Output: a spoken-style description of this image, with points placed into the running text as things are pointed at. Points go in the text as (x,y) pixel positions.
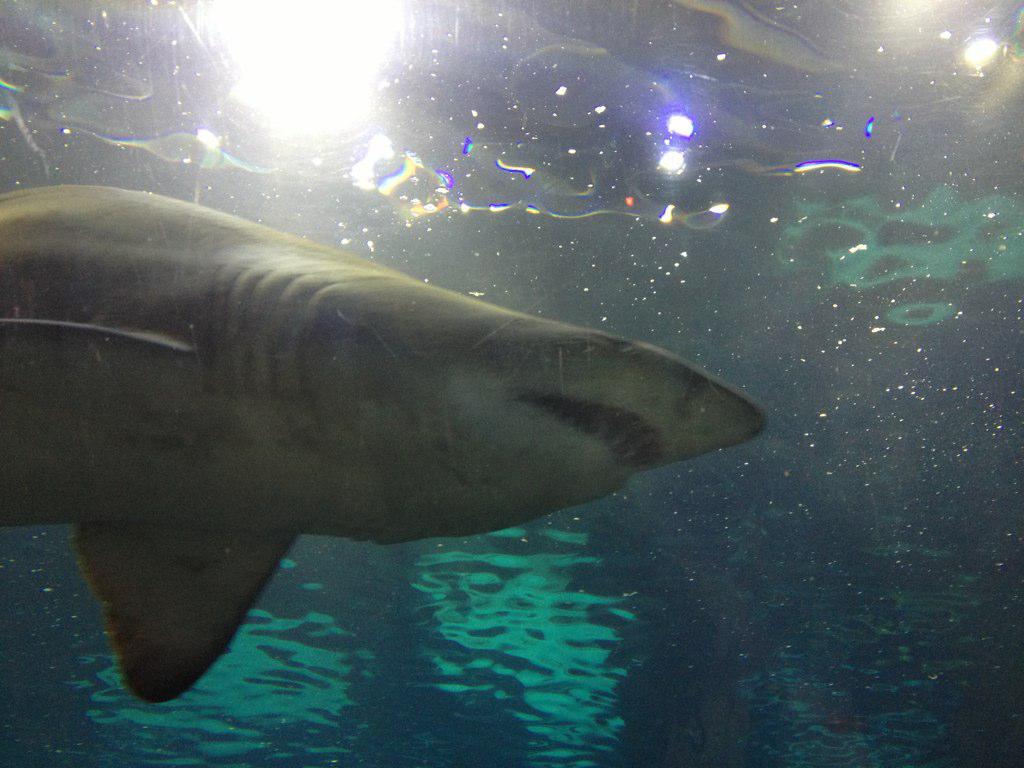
In this image we can see shark (298,262) and lights (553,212) are present in water (587,312).
